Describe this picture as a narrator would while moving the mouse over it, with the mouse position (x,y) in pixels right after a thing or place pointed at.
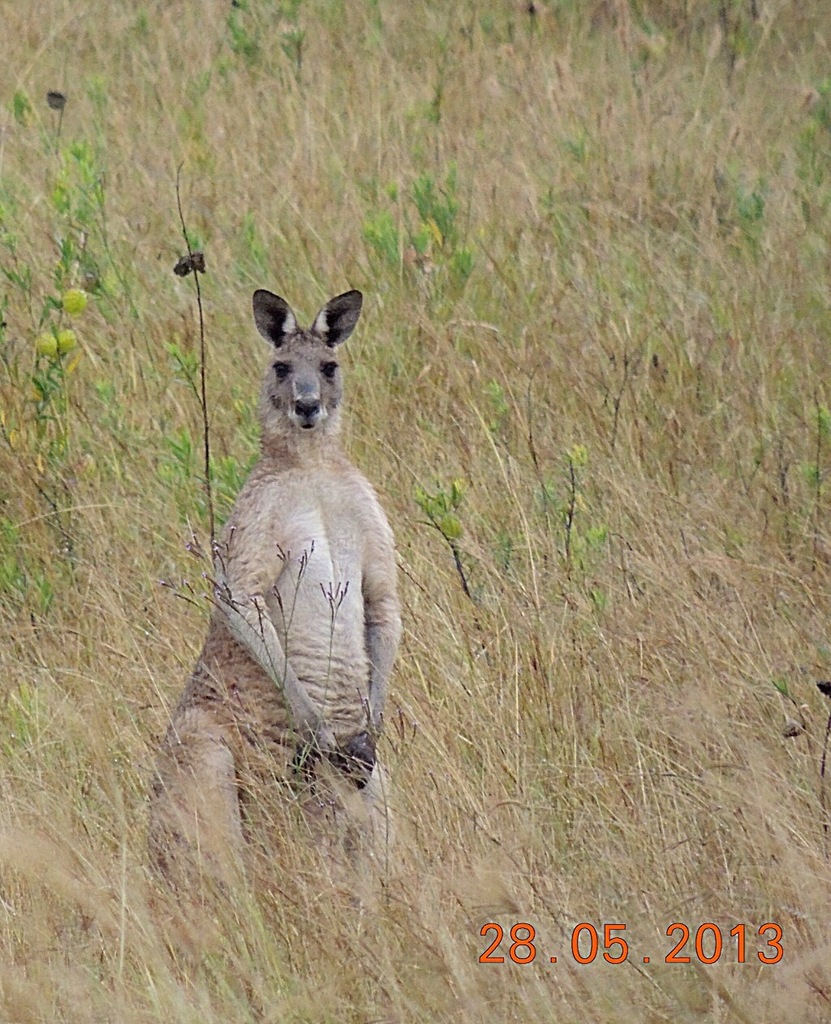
We can see the kangaroo (372,732) on the grass (442,819) on the ground (363,985). In the background (126,296) there are plants (115,298) and grass (338,76) on the ground (432,732). On the right side (590,950) at the bottom corner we can see the date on the image.
